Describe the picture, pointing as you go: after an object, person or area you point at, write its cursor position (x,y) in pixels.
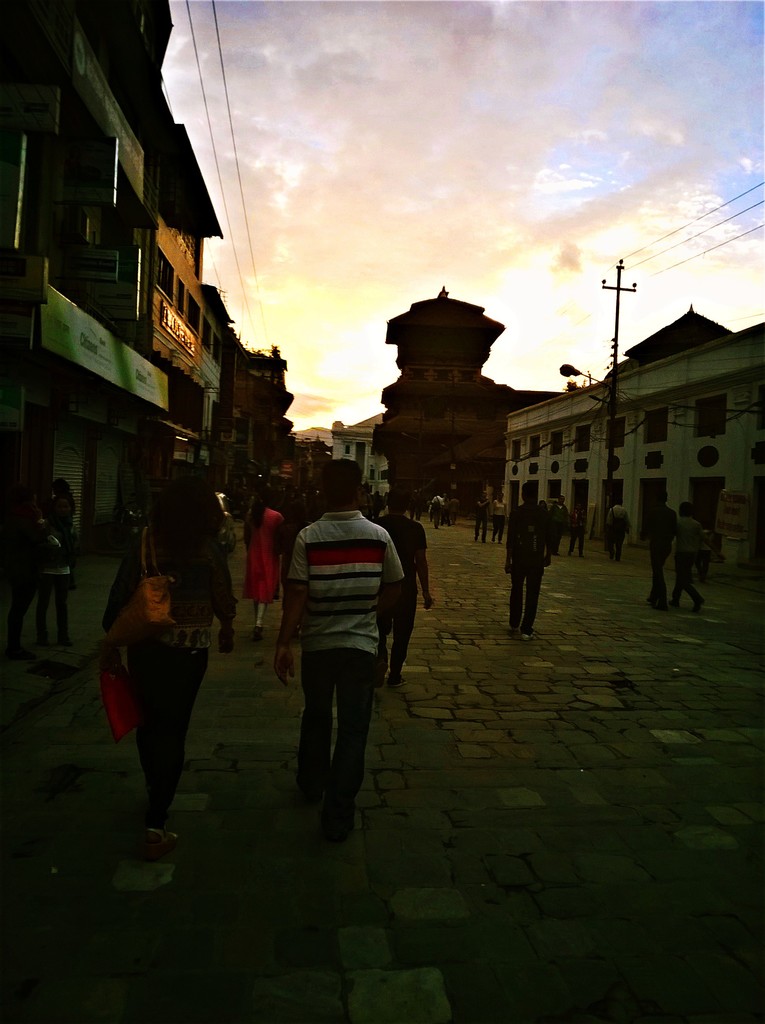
In this image in the center (302,582) there are group of persons (314,574) walking on the road (459,563) and there are buildings (259,450), poles (612,390) and there are wires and the sky (532,156) is cloudy.
